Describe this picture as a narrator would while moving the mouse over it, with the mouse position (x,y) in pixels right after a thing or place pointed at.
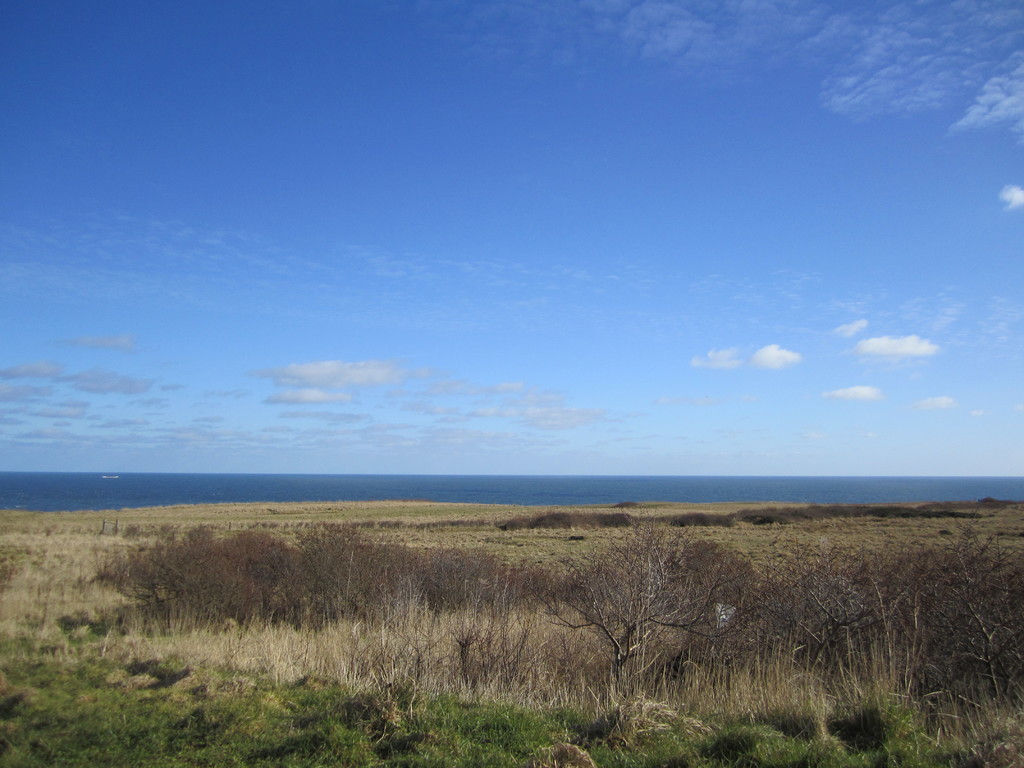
The picture I can see grass (191,675), dry trees (704,616), water (106,492) and the sky (204,282) with clouds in the background (277,441).
